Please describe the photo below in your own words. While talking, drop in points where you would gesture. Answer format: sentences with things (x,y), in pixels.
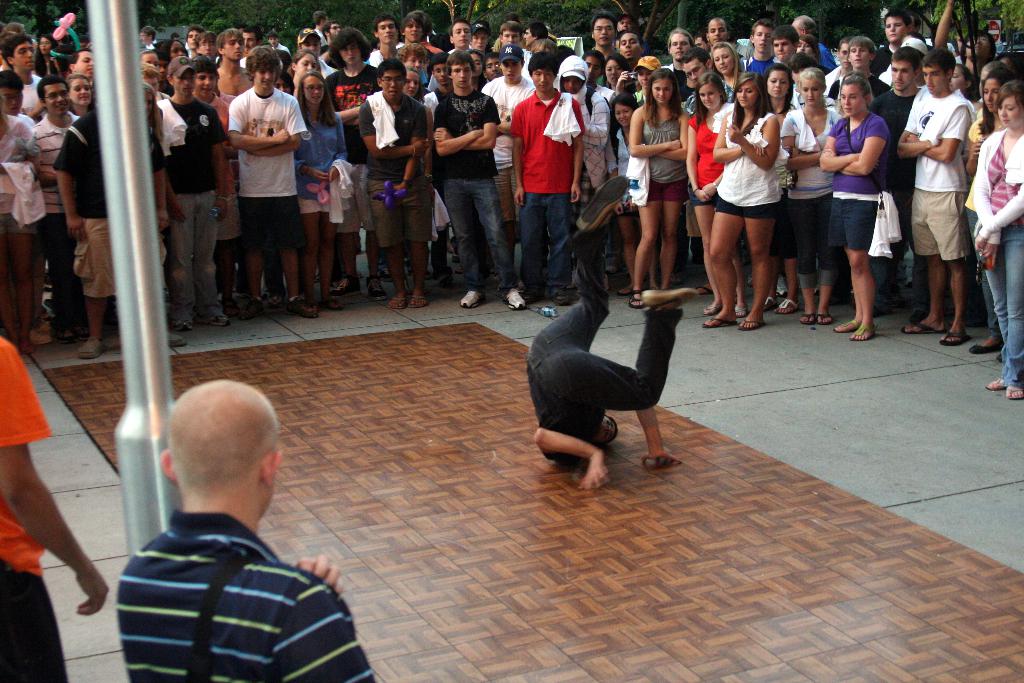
In the middle of the image (447,388) I can see one carpet (293,418). At the top of the carpet (390,444) I can see one person (634,400) is doing breakdance. On the left (339,134) and right side of the image (808,147) I can see groups of people (669,163).
